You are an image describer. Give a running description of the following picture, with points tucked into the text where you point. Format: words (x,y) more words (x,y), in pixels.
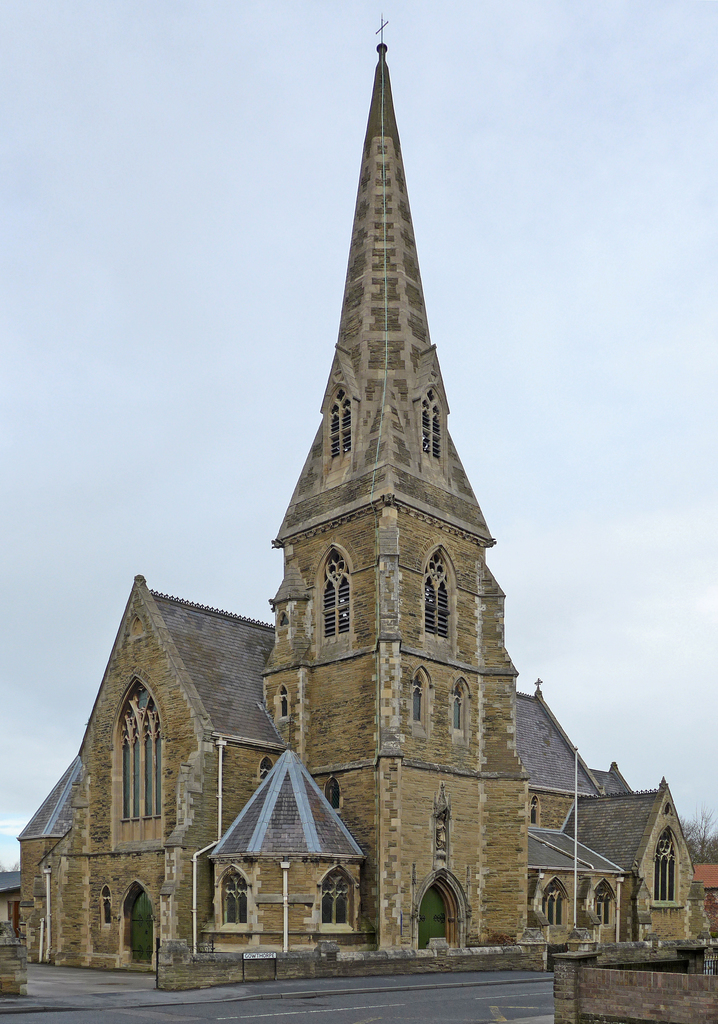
In this image I can see a building (353,771), a pole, the sky (89,423) in background (20,314) and over there then see a tree (699,860).
